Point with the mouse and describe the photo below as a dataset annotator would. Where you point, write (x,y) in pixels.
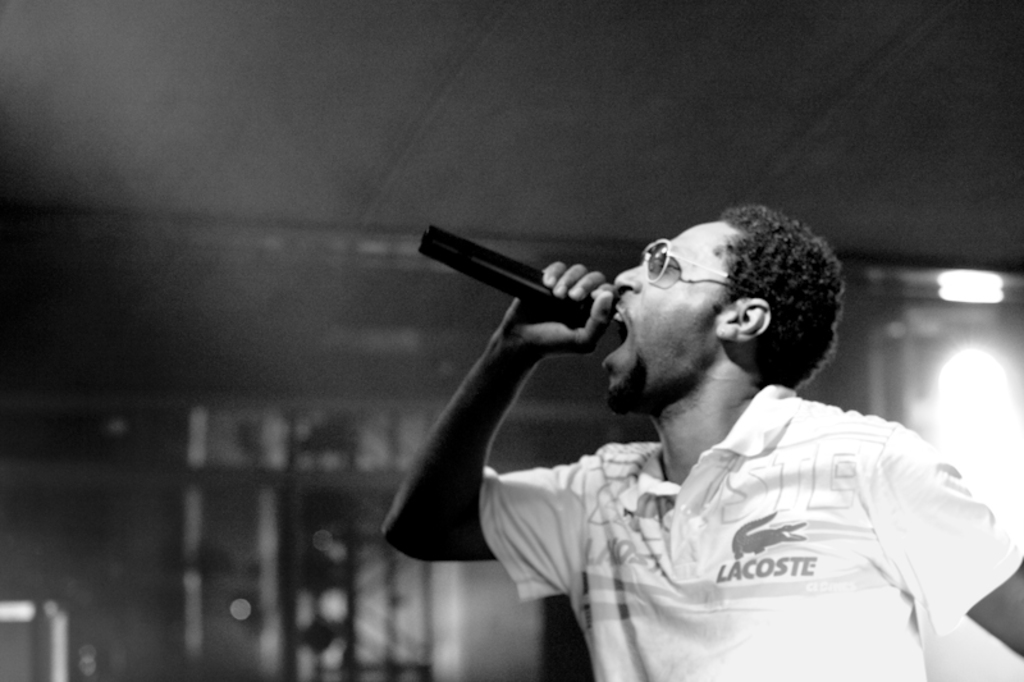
Black and white picture. This man (648,263) is holding mic (565,317) and singing.
